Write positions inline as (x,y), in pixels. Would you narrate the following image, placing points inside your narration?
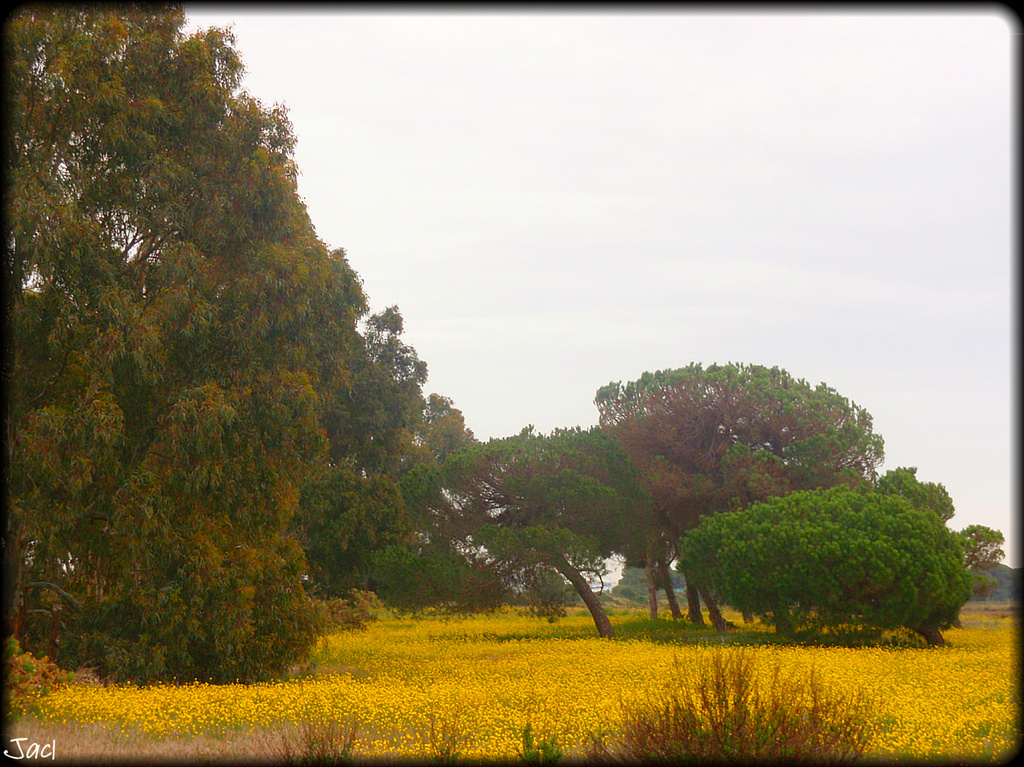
In this picture, there are trees (631,555). At the bottom (566,701), there are flowers (484,633) which are in yellow in color. On the top (553,135), there is a sky (663,230).
